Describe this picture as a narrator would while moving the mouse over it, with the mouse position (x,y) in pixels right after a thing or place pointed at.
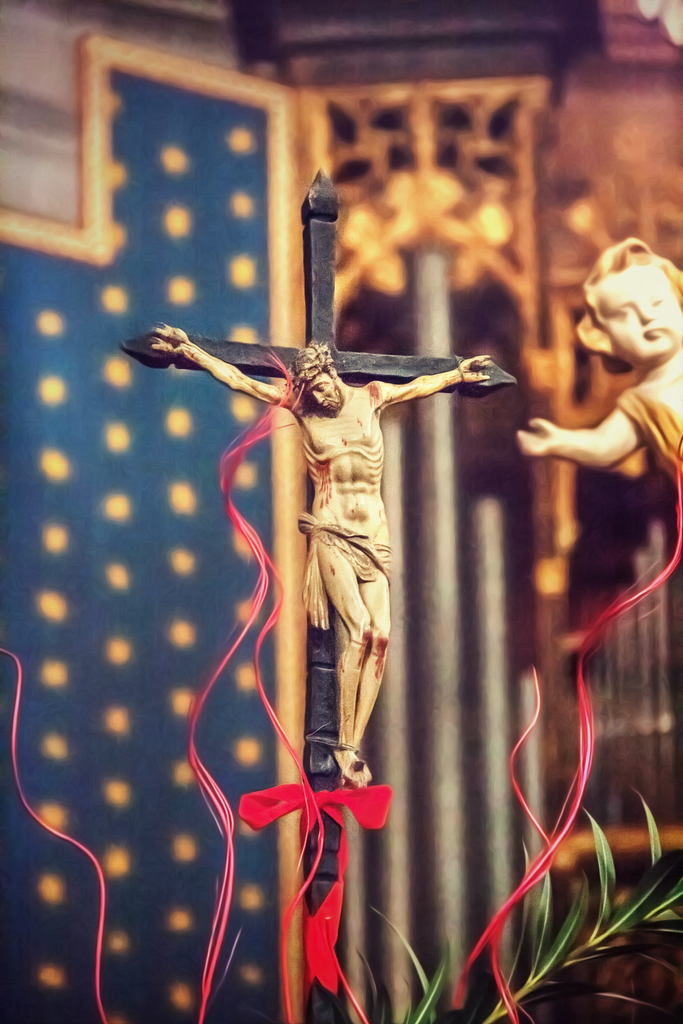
In this picture we can see a crucifix (458,383) and a plant (663,884), in the background (500,877) we can find few lights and a wall (103,241).
